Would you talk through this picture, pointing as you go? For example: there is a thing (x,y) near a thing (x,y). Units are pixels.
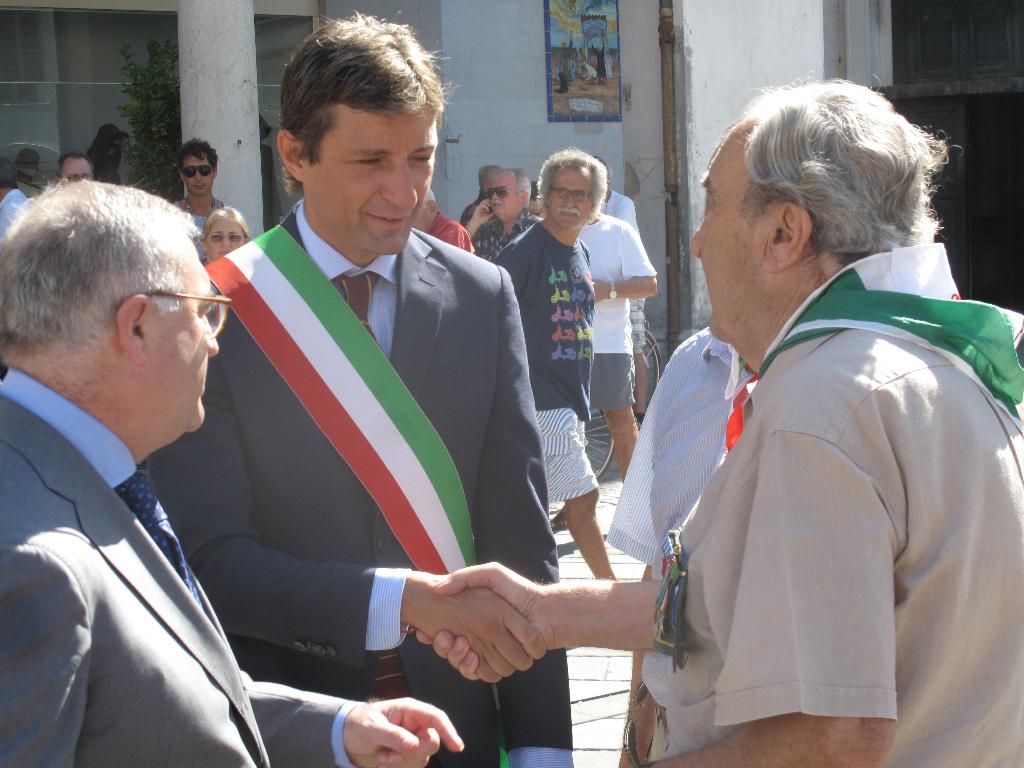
In this image there is a person (409,447) wearing a blazer (498,367) and tie (371,280). He is shaking the hand (501,586) of a person (784,520). Left side (120,556) there is a person (159,312) wearing spectacles (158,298). There are people (647,284) on the floor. Behind them there is a bicycle (649,342). Left side (208,123) there is a pillar (200,112). Behind there is a plant (145,102). There is a poster (571,92) attached to the wall (532,81).
